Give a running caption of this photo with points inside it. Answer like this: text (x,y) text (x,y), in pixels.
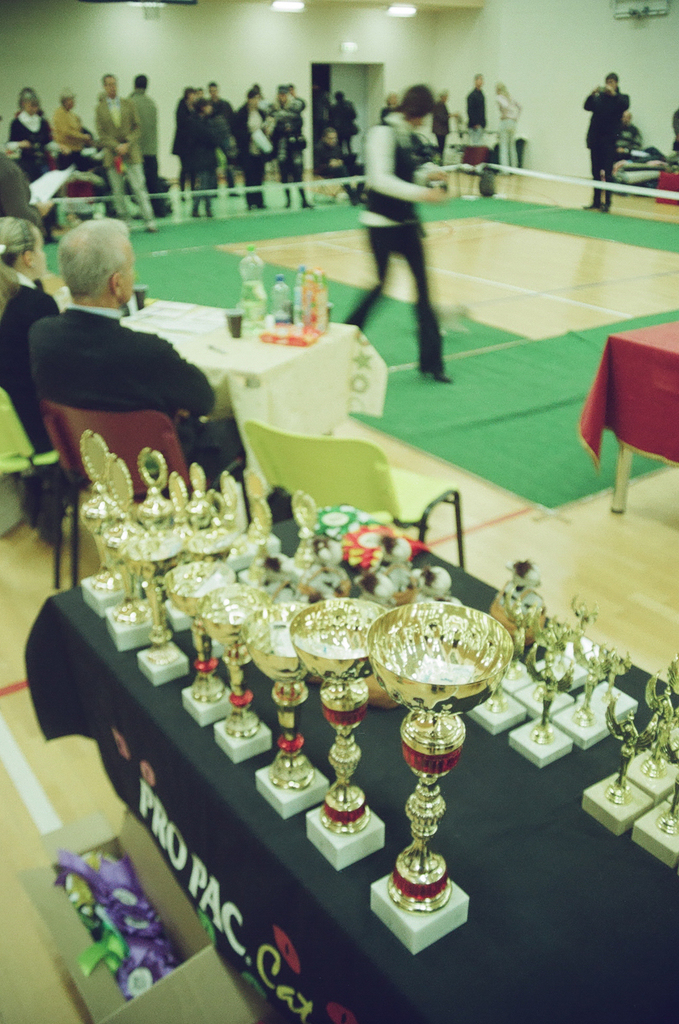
At the bottom of the image (623,795) we can see trophies (415,656) placed on the table (456,975). On the left side of the image (109,433) we can see persons (12,337), chairs (275,434), tables (265,354), water bottles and cups (231,325). In the center of the image (439,351) there is a person (389,242) walking on the floor (404,312). In the background (292,111) we can see persons (611,119), door (370,119) and wall (247,45).
